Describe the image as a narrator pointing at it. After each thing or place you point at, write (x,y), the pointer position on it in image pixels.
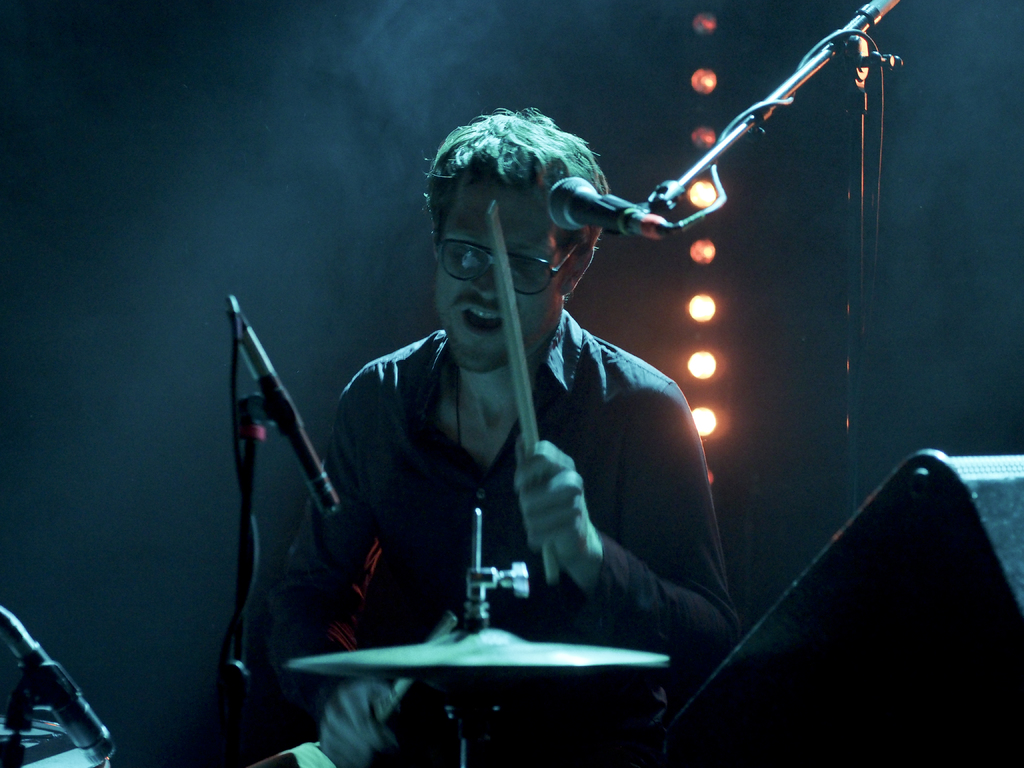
In the image there is a person (438,268) playing drums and singing on mic (564,191), behind him there are lights (695,308) on the wall (697,54).
